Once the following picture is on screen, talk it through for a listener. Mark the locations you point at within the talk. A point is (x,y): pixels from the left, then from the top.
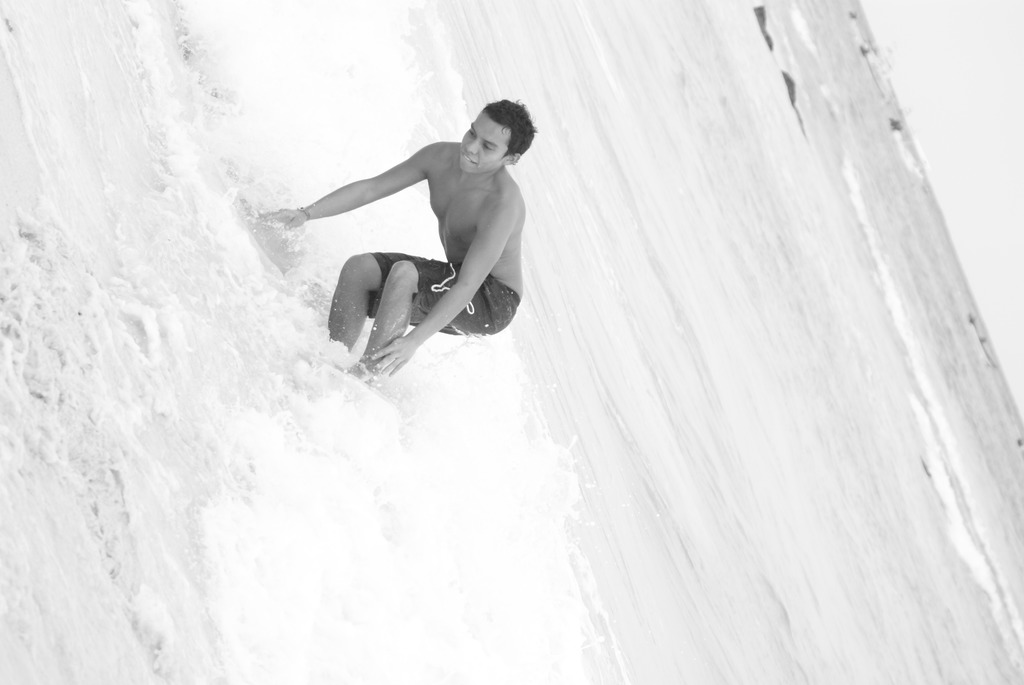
In this picture we can see a person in water (168,394). Waves (194,322) are visible in water (1021,684).
